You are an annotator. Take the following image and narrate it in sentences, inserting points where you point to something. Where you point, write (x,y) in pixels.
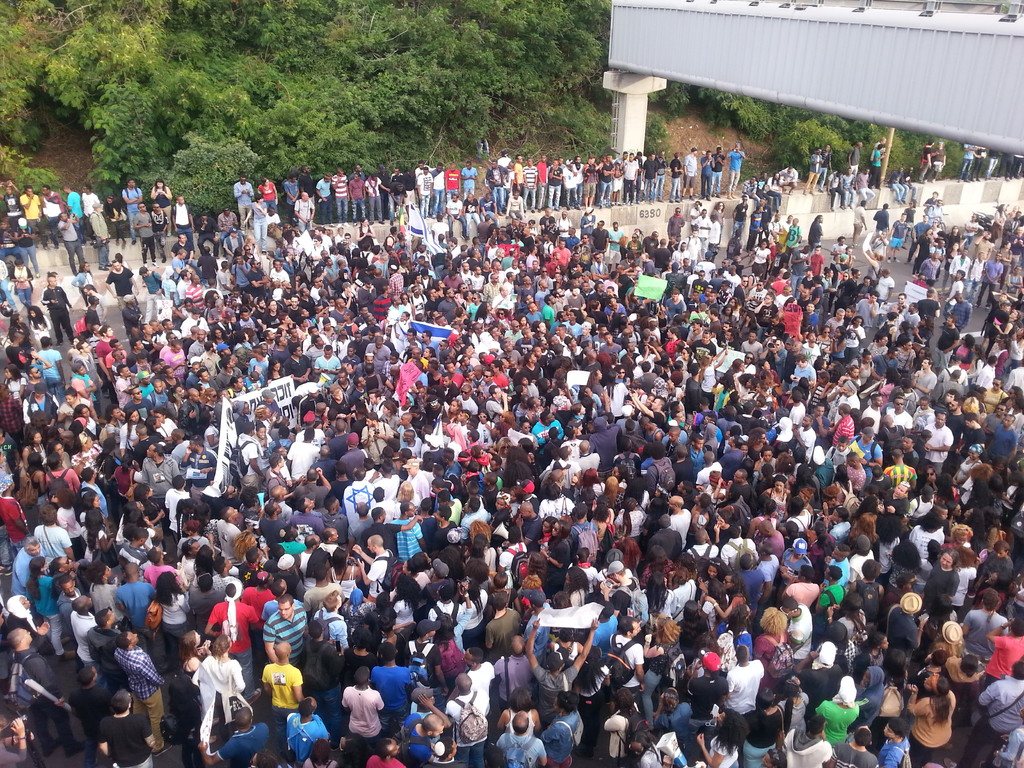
In this picture there is crowd (624,414). There are men (812,579) and women (657,586) in this picture. We can observe a pillar (628,77) here. In the background (408,79) there are trees (237,86).
